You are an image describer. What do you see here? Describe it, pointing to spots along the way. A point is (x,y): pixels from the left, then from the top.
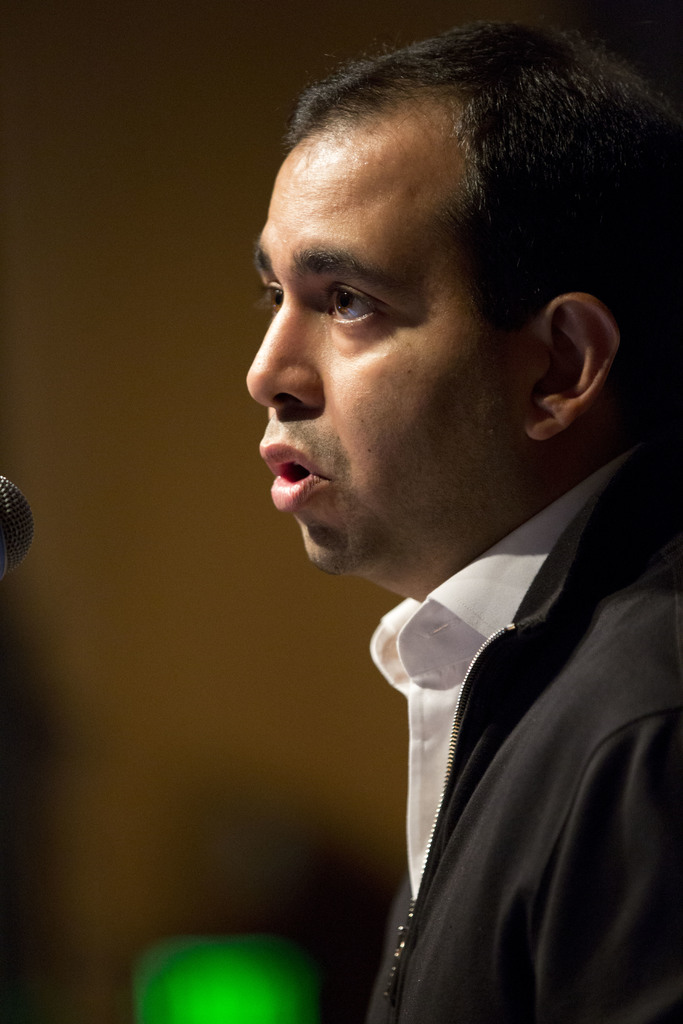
In this picture we can see a man (443,523), he wore a black color jacket (560,752) and white color shirt (400,643).
